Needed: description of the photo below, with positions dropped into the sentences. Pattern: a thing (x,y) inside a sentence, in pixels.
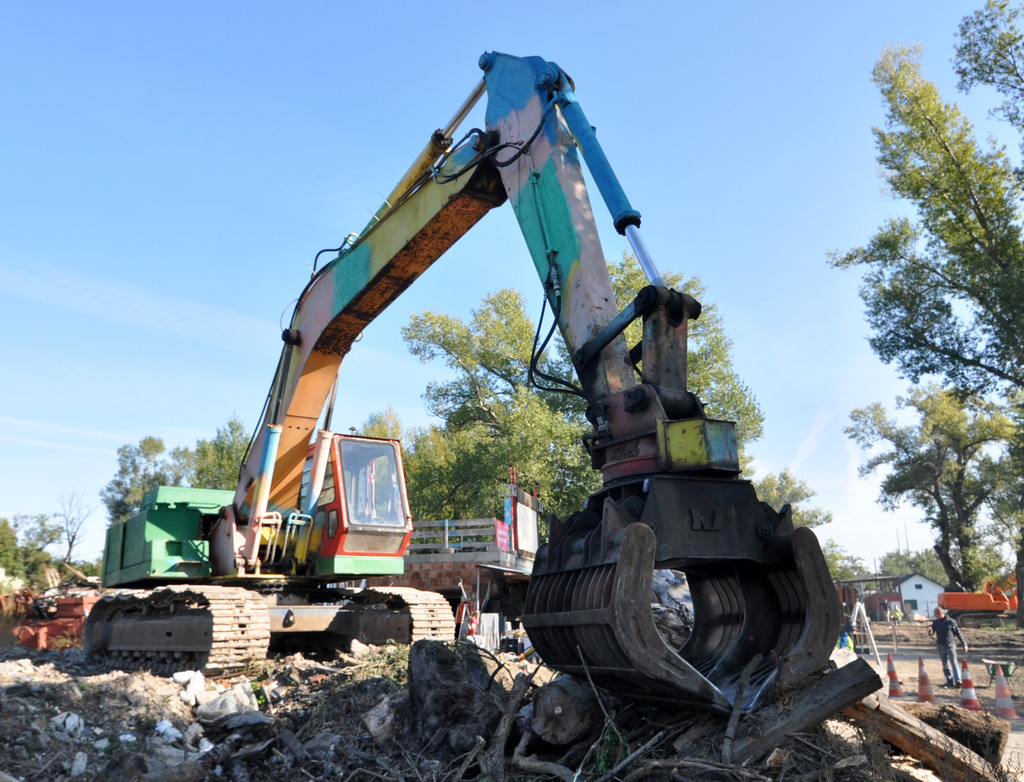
In this images we can see a excavator (228,648) on the ground (507,716) and we can see stones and sticks (498,749) on the ground (630,774). In the background (900,177) there are trees (451,425), hoardings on the wall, a person (944,613) is standing on the right side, trees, excavator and clouds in the sky (100,198).
